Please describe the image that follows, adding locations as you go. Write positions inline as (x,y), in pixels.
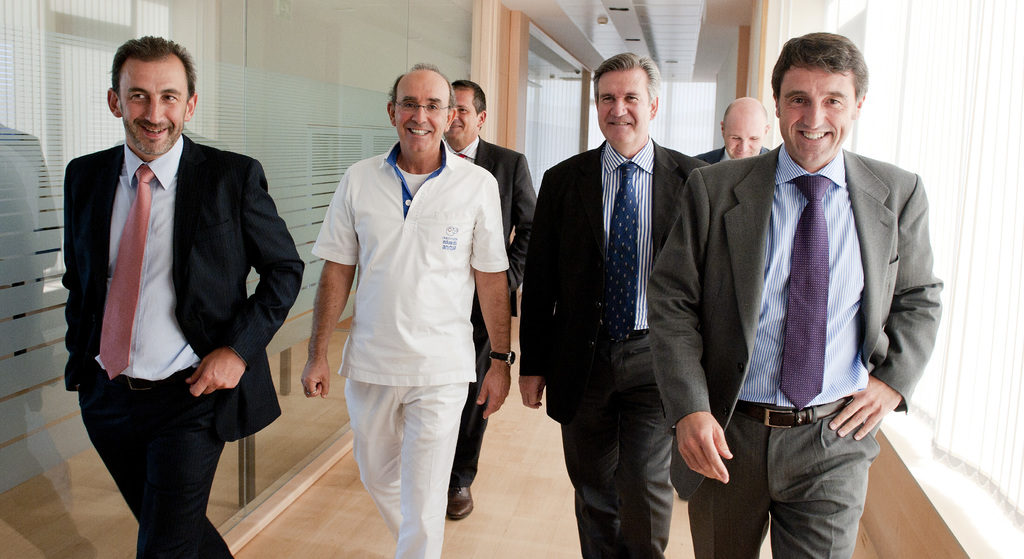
This image is taken indoors. At the bottom of the image (514,498) there is a floor (535,471). In the background (732,84) there is a wall (301,99) with glass doors (437,54) and curtains (1010,242). At the top of the image (674,64) there is a ceiling (612,17). In the middle of the image (374,353) six men (374,353) are walking on the floor (497,509). They have worn suits (676,295), ties (119,308) and shirts (160,246).
